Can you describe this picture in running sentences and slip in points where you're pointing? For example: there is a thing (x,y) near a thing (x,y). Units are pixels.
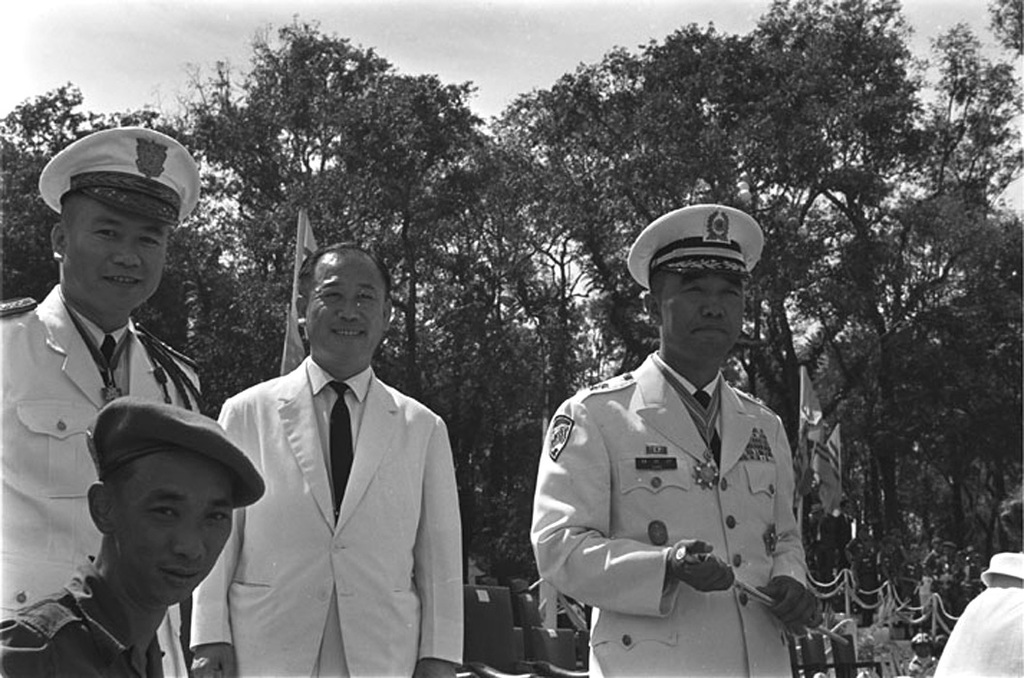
In this image I can see the black and white picture in which I can see few persons (278,376) wearing white colored dresses (427,527) are standing. In the background (509,651) I can see few chairs (504,611), few persons (854,564), few flags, few trees (597,259) and the sky (541,72).
